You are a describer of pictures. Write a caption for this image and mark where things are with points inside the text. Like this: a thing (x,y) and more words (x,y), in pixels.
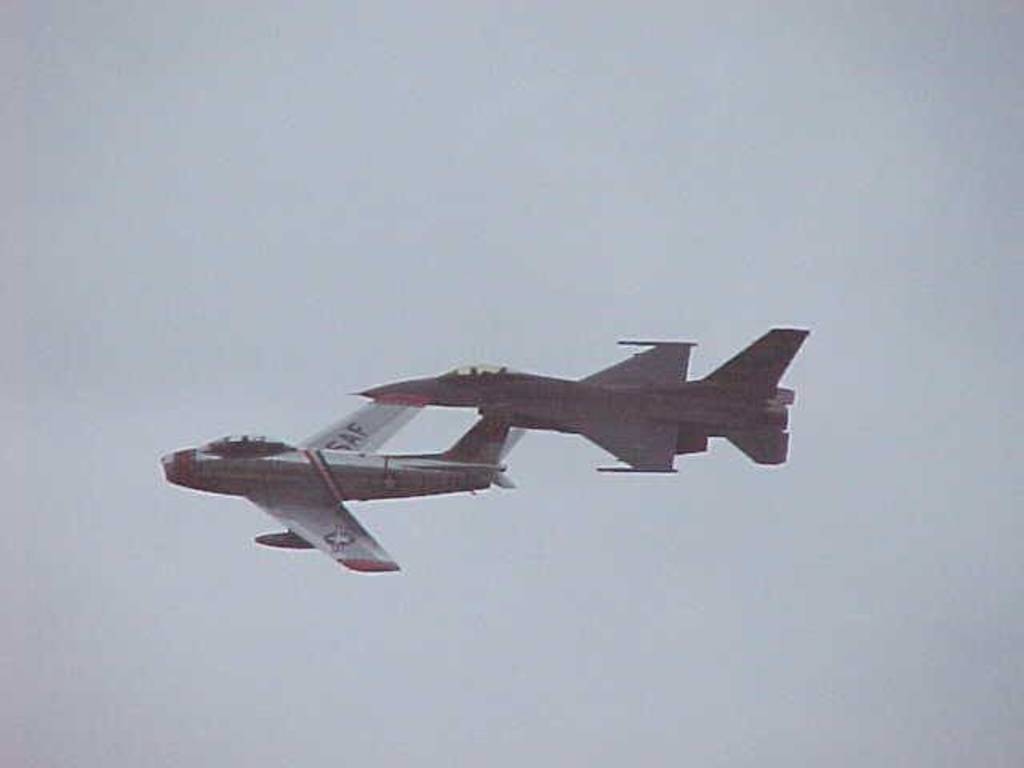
There are two jet planes (445,482) in the air (227,526) as we can see in the middle of this image (536,447).
